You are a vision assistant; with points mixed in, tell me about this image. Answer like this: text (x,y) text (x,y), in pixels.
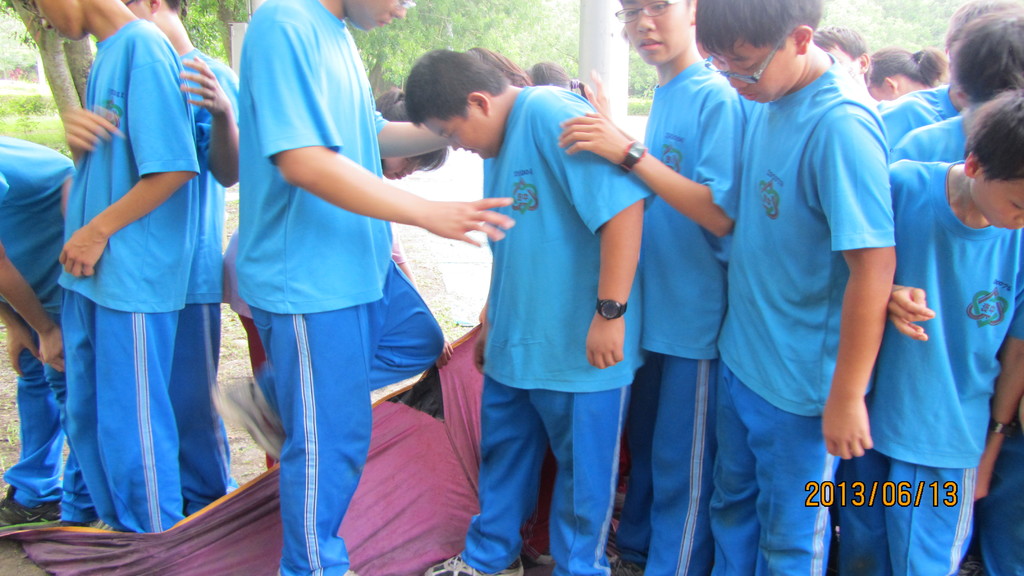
As we can see in the image there is cloth (150,542), trees (561,2), grass (31,111) and group of people (792,515) wearing sky blue color t shirts (246,173).
